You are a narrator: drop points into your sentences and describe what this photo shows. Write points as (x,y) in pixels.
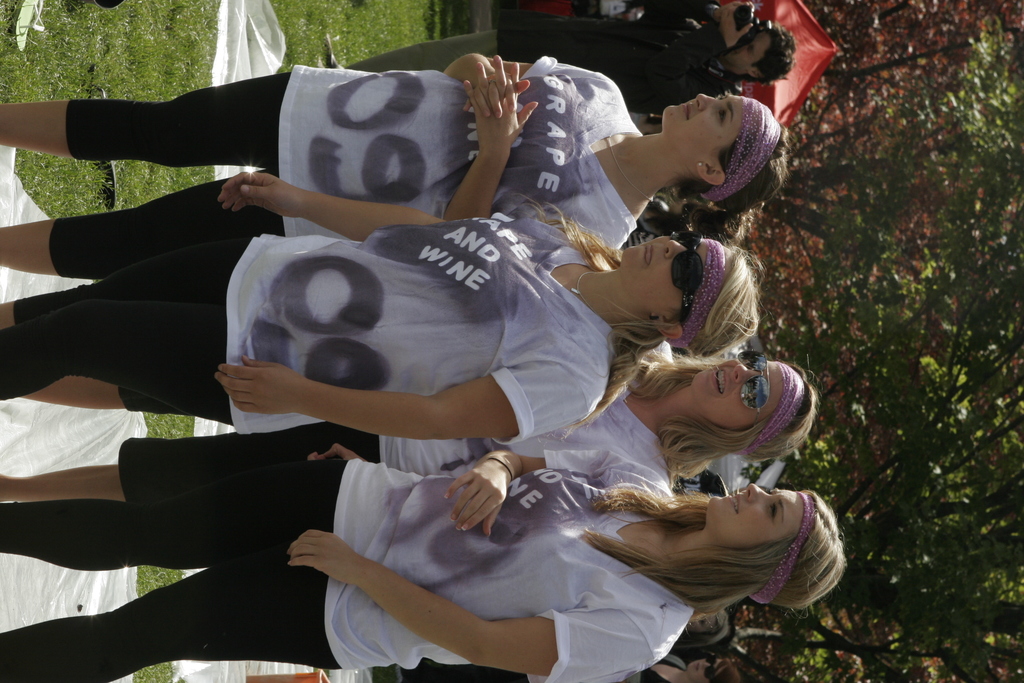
Here in this picture we can see a group of women (548,282) standing on the ground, which is fully covered with grass (193,68) over there and we can see all of them are wearing same colored dress (414,358) on them and two women (431,405) in the middle (453,385) are wearing goggles (754,403) on them and behind them we can see a person (635,40) capturing the moments with a camera (760,22) in his hand (732,26) and we can also see tents (820,52) present here and there and we can also see other people (691,672) also standing all over there and behind them we can see plants (828,316) and trees (853,178) present all over there.
